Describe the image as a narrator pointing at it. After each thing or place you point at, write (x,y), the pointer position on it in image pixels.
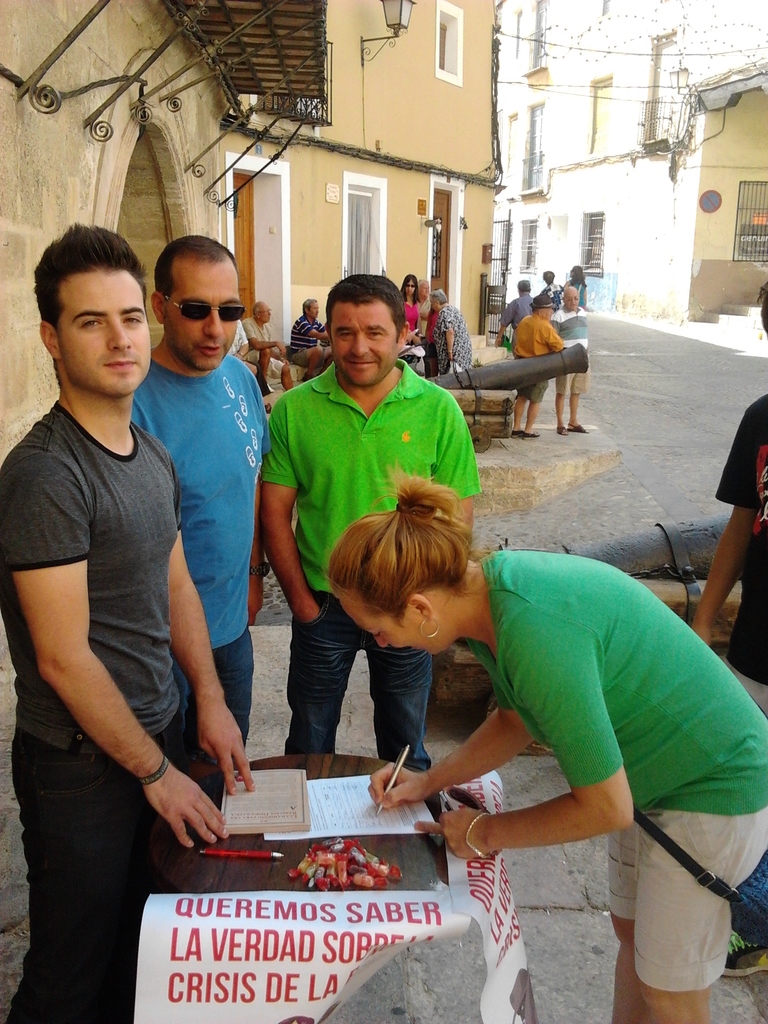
As we can see in the image there are people (283,520) who are standing and a woman (566,710) is writing on a paper (388,830) with pen (393,779). There is a table (284,854) and on the other side there are people (237,347) who are sitting. There is a building (519,113) of white colour. The woman (563,596) over here is wearing a green colour t shirt (590,673).
